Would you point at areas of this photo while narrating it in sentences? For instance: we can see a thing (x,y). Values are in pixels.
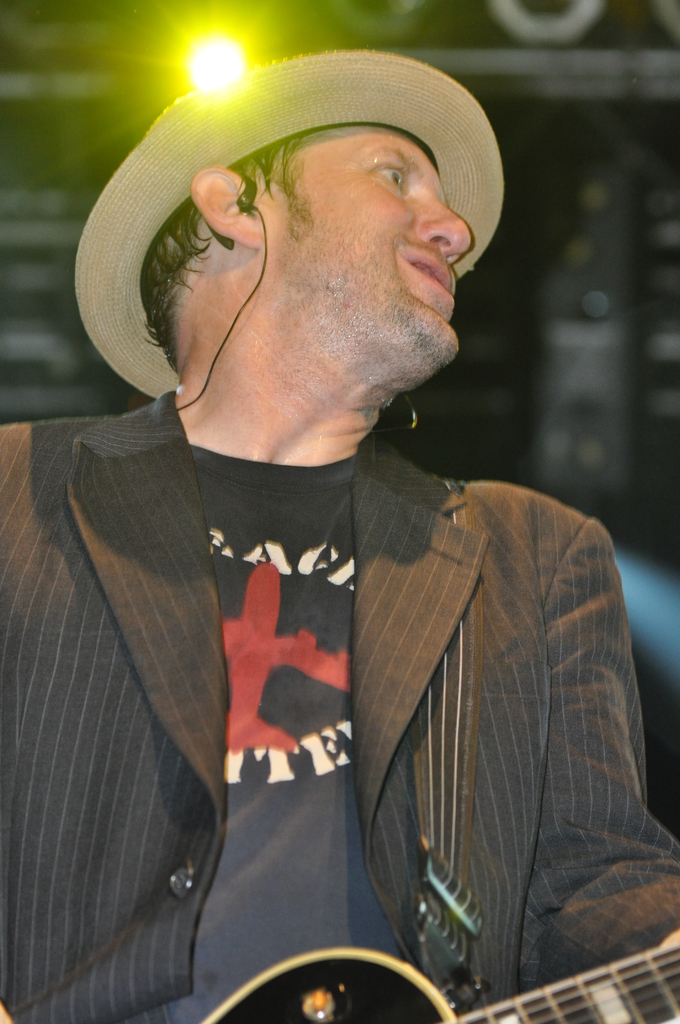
As we can see in the image, there is a man (347,506) holding guitar (441,993).
